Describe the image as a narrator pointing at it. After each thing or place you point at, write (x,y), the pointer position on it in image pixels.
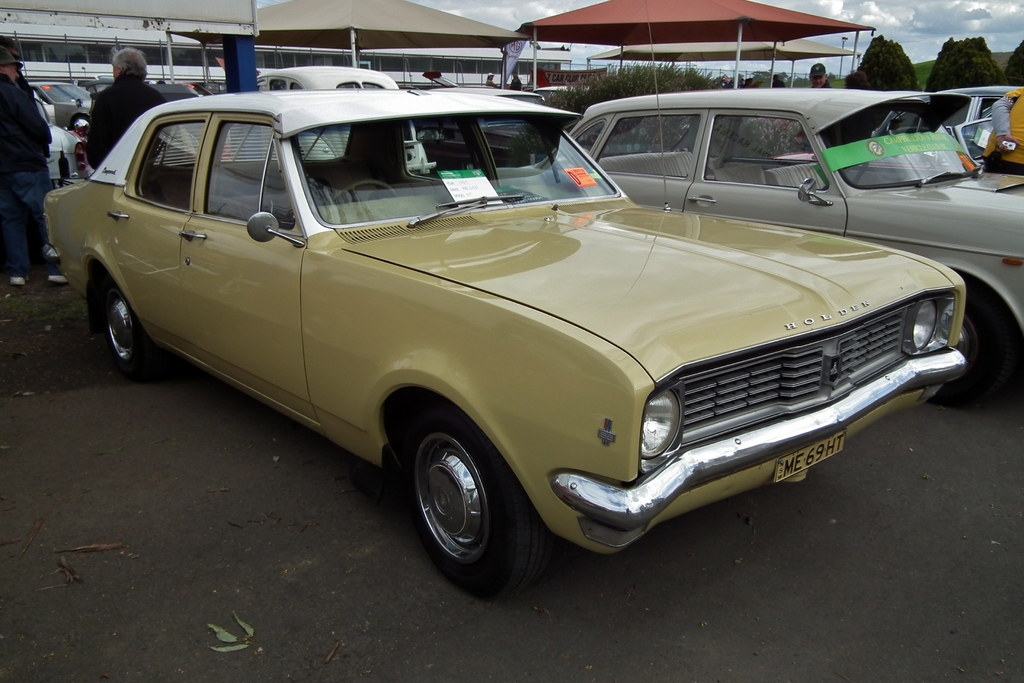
In this image there are cars (543,524) on the road (744,544). There are people (740,82). There are plants (985,48). In the background of the image (848,6) there are tents (582,39), buildings (409,66) and sky (936,18).
